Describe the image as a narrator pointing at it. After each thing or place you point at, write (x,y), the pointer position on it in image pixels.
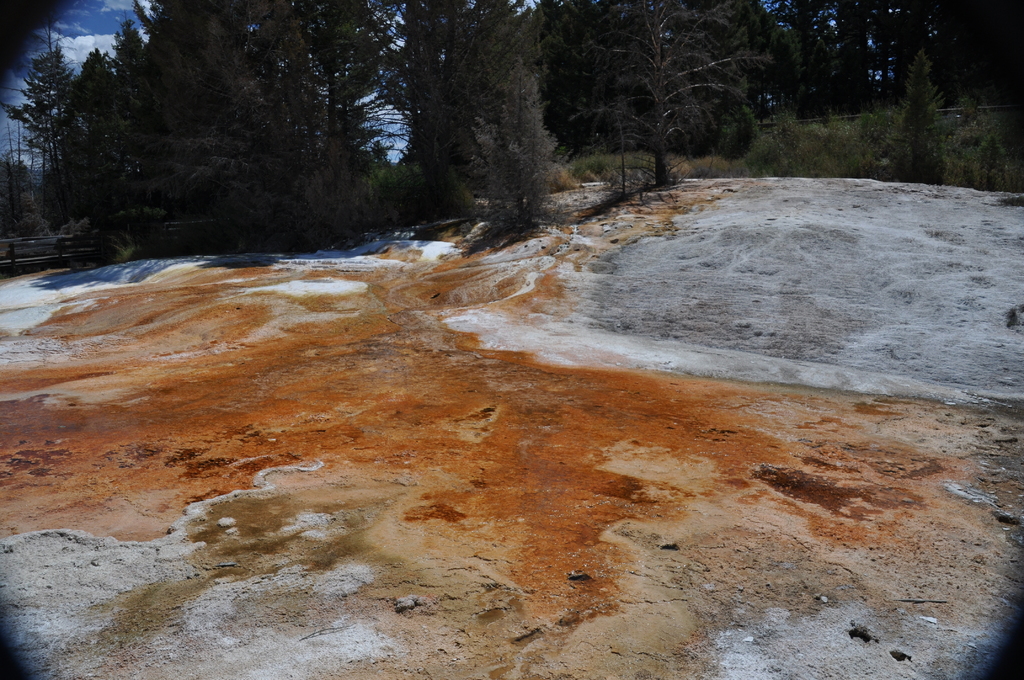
In the center of the image (669,401) there is a rock (577,415). In the background (555,126) we can see trees (232,110) and sky (97,25).
